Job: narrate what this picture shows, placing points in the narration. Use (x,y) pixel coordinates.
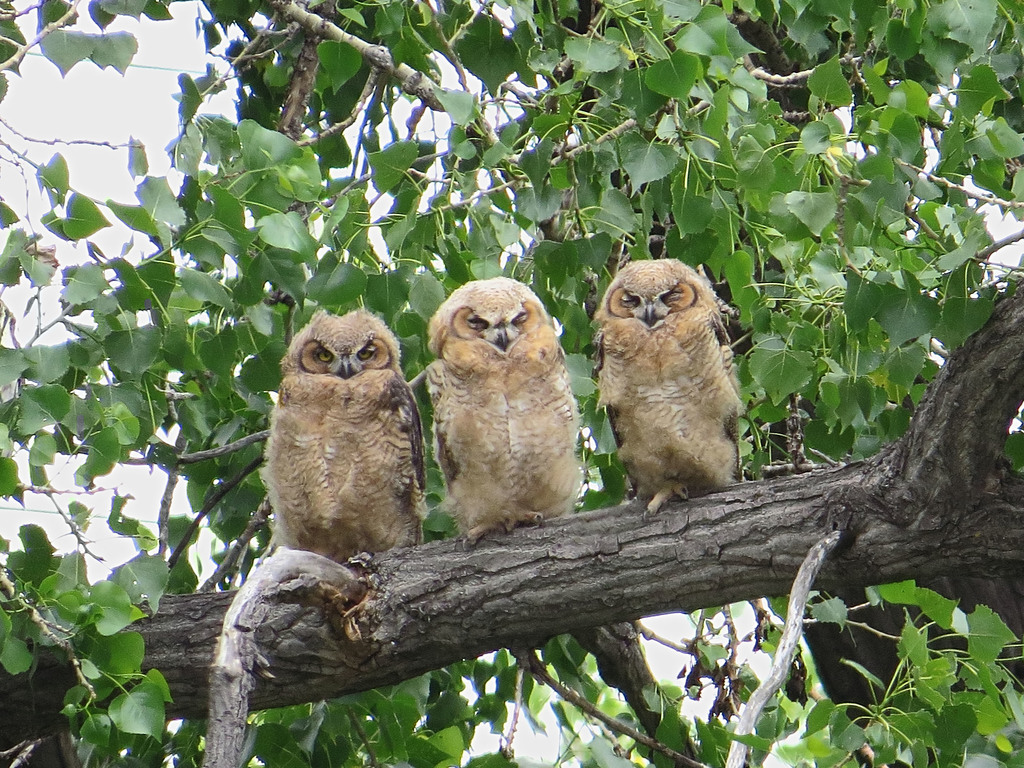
In the center of the image (367,456) we can see the owls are present on a branch (549,574). In the background of the image (129,43) we can see the leaves (276,175) and sky (164,108).
